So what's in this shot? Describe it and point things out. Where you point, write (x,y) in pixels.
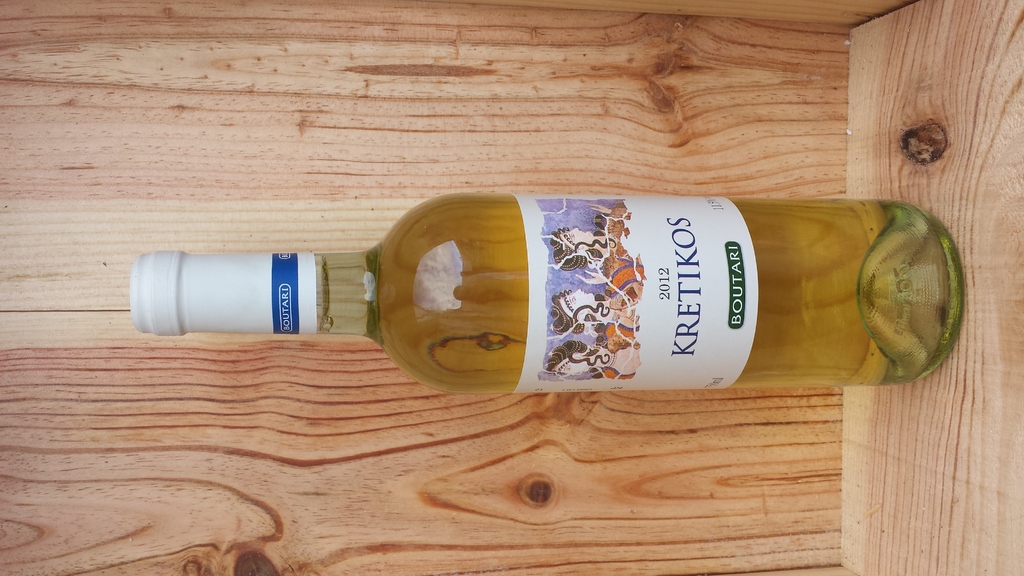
In this picture there is a wine bottle (205,262) kept in a wooden shelf (903,87) and there is a knob (169,288) on it is also sticker (582,345) on it
